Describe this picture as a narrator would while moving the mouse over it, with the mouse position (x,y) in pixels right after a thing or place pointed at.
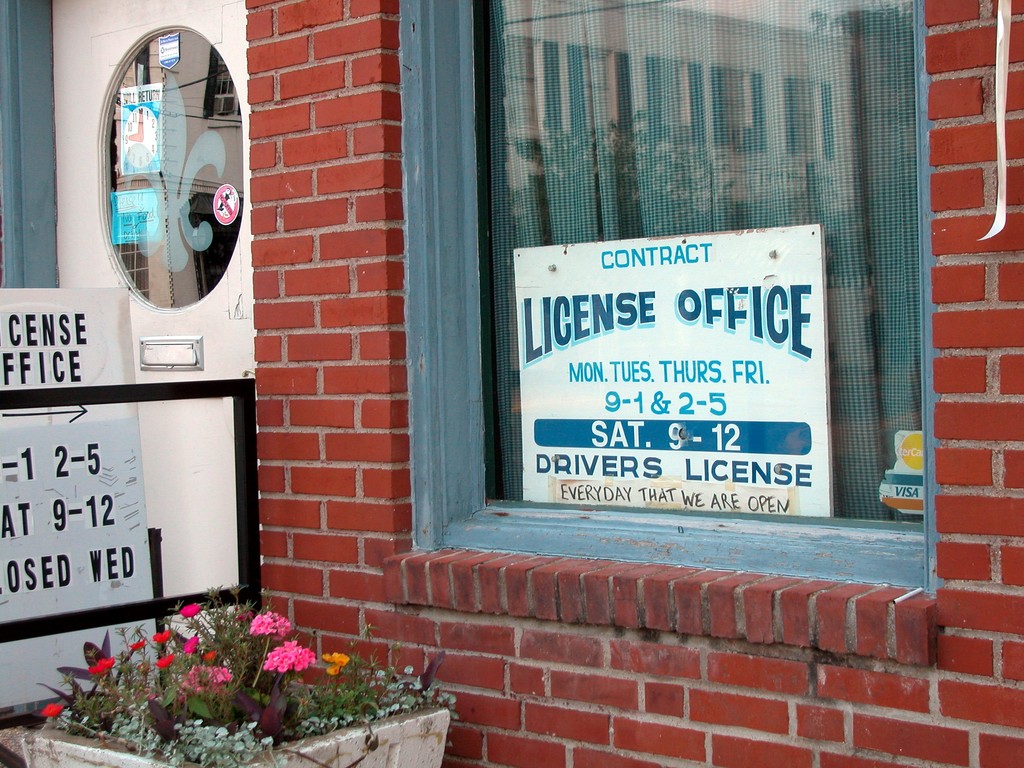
In this picture we can see few flowers (135,645), plants (327,714), sign board (134,450) and a red color brick wall (645,588), and also we can see curtains (673,129) from the window (744,212).
